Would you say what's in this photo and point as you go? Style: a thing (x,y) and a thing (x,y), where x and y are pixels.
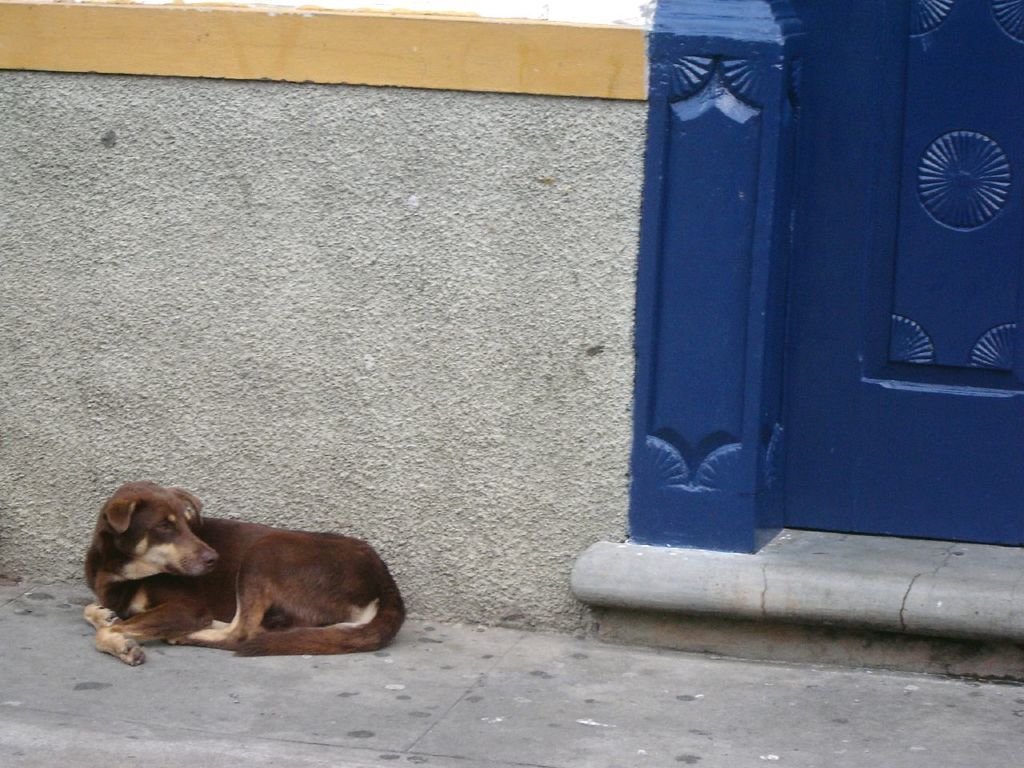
In the picture we can see a dog (392,632) sitting near the wall (433,610) and beside it, we can see a part of the door (870,344) which is blue in color.
